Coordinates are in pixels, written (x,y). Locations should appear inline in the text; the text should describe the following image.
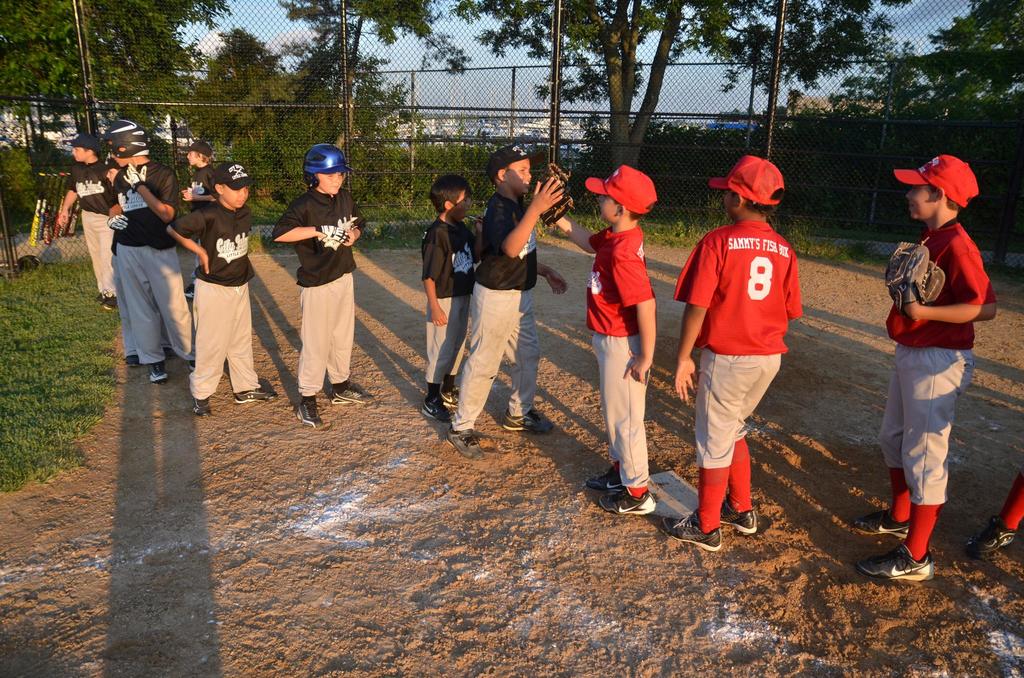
In this picture I can see few children (131,231) standing in front (328,225) and I see that they're wearing jerseys (310,218) and they are on the ground (319,672) and I can see the grass (59,436). In the background (264,169) I can see the fencing (737,145) and through the fencing (63,155) I can see number of trees (771,43) and the clear sky (743,18).
